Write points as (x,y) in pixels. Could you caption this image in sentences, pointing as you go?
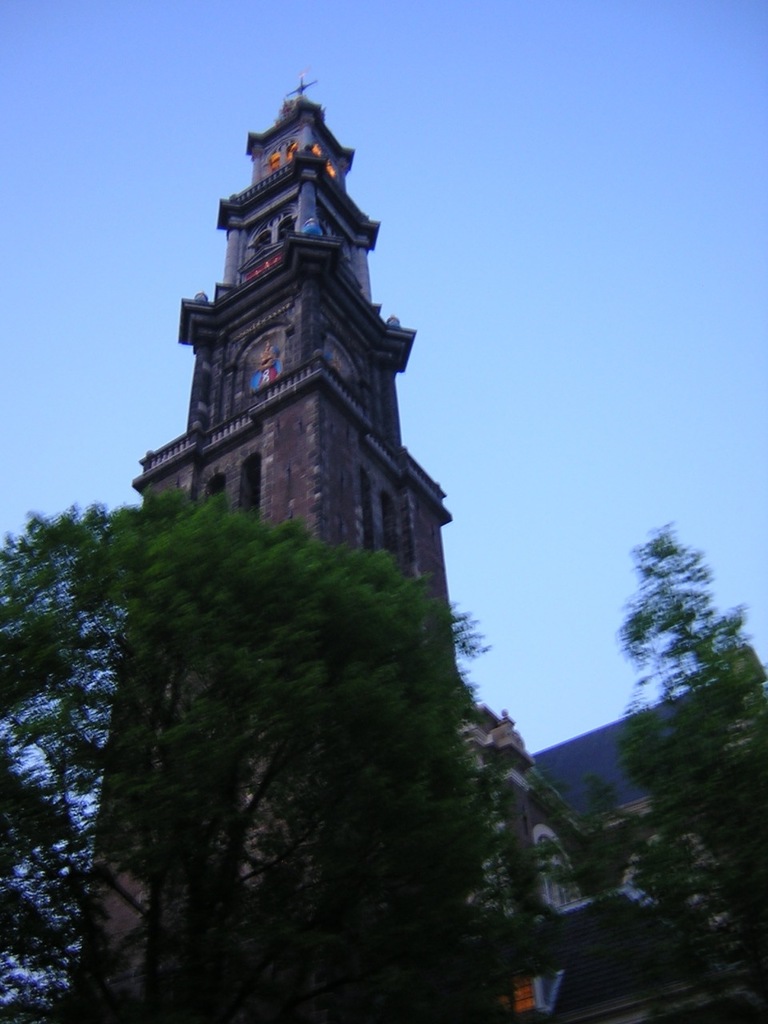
In this image we can see a building (439,501) with windows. We can also see some trees (259,819) and the sky (113,400) which looks clear.
